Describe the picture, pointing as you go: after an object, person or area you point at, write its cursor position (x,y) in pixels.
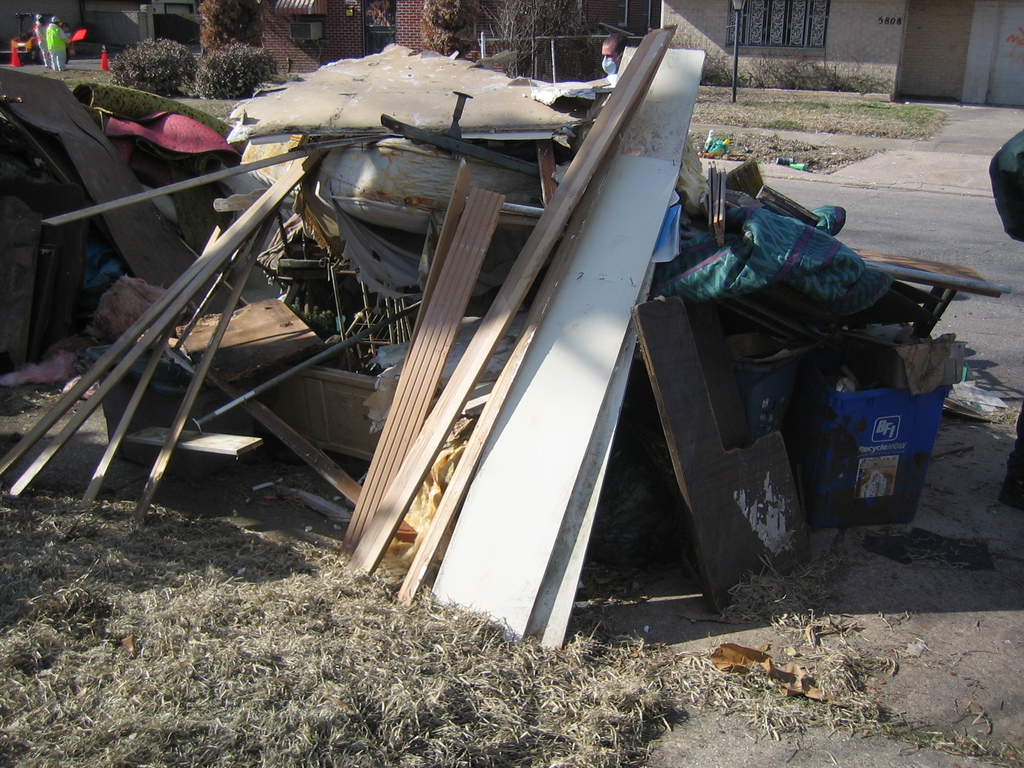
In the center of the image (449,348) we can see the scrap (586,294). In the background of the image (222,7) we can see the dry grass (613,767), mesh (556,52), plants (246,18), buildings (814,43), windows (796,2). On the right side of the image (957,241) we can see the road (965,239). In the top left corner (68,53) we can see the divider cones (109,63) and two people (53,49) are standing.
